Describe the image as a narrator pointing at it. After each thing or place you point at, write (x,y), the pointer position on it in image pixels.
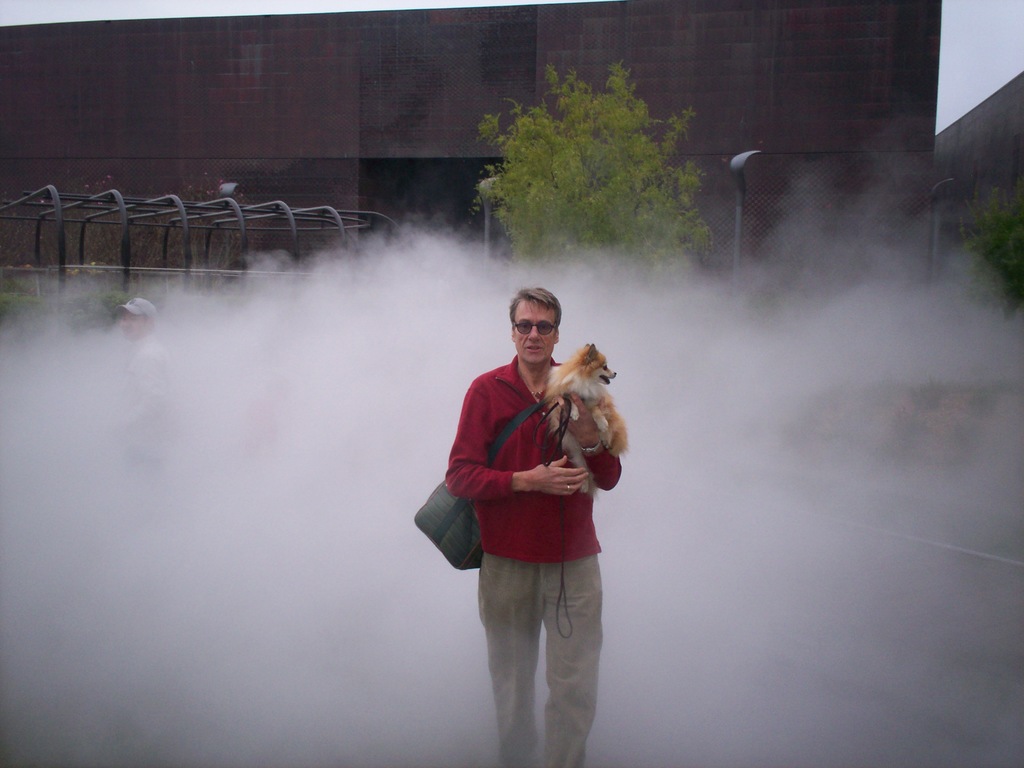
In this image I can see a person (602,453) standing and holding a dog (619,444). The person (565,471) is wearing red color shirt (515,496), cream pant (515,605), black color bag (423,514) and the dog (620,431) is in white and brown color. Background (787,197) I can see trees (569,206) in green color, a building (324,107) in brown color and the sky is in white color.
